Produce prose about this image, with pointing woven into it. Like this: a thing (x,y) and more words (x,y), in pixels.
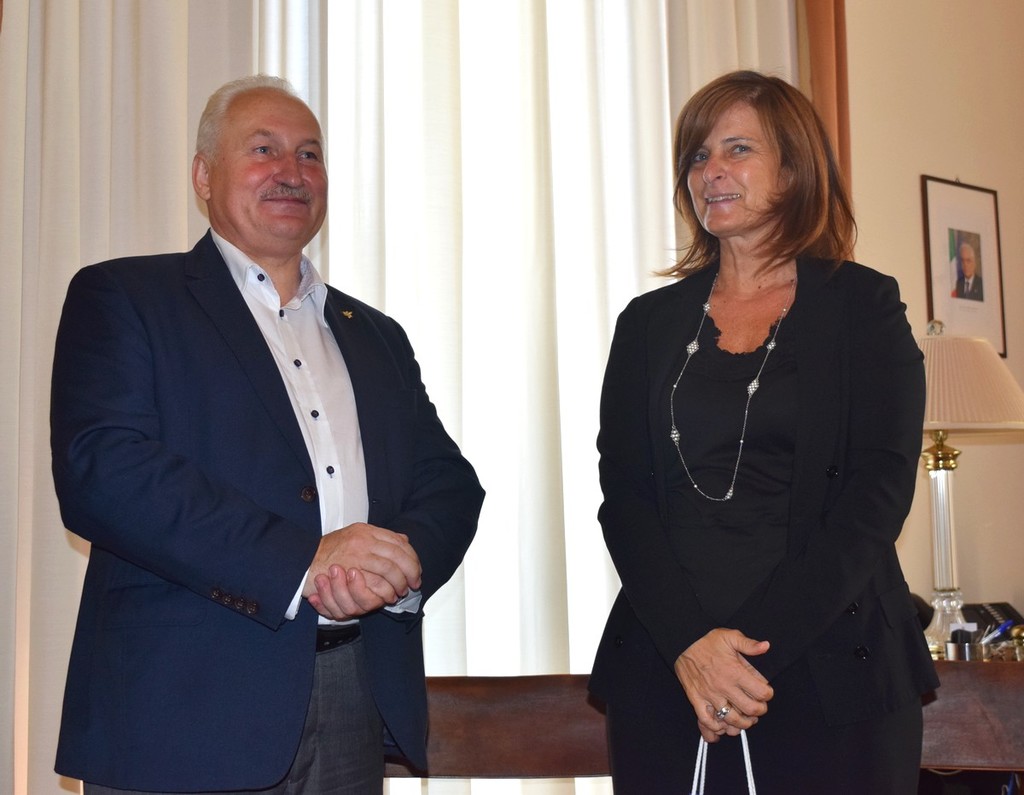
In this image there are two persons (635,366) standing, there is a person (732,750) holding an object (746,745), there is a lamp (957,384) truncated towards the right of the image (939,378), there are objects (994,631) towards the right of the image (1007,633), there is an object (981,719) behind the persons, there is the wall (943,153), there is a curtain (558,174) truncated towards the left of the image (34,247).
